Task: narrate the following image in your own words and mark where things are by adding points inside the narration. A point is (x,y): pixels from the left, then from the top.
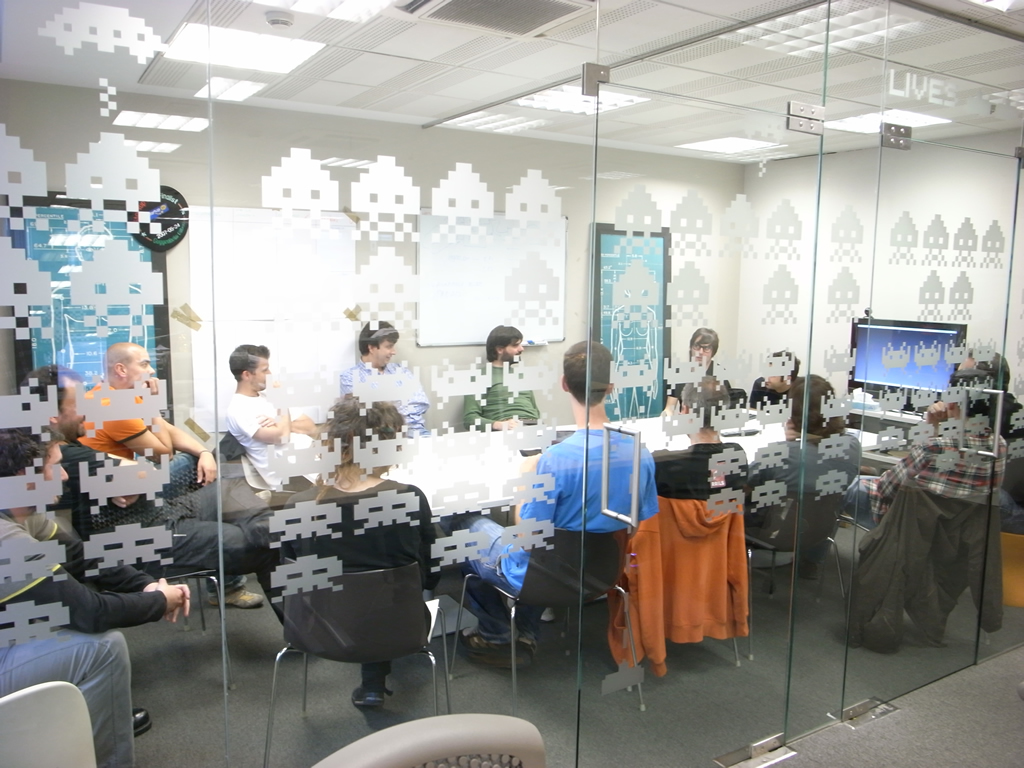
In this image, there are group of people (706,346) sitting on the chair (592,568), in front of the table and in front of that a monitor (860,355) is there. A roof top (542,40) is white in color on which light (687,144) is mounted. The background (602,251) is white in color. It looks as if the image is taken inside a office (675,632) or room (592,749).
